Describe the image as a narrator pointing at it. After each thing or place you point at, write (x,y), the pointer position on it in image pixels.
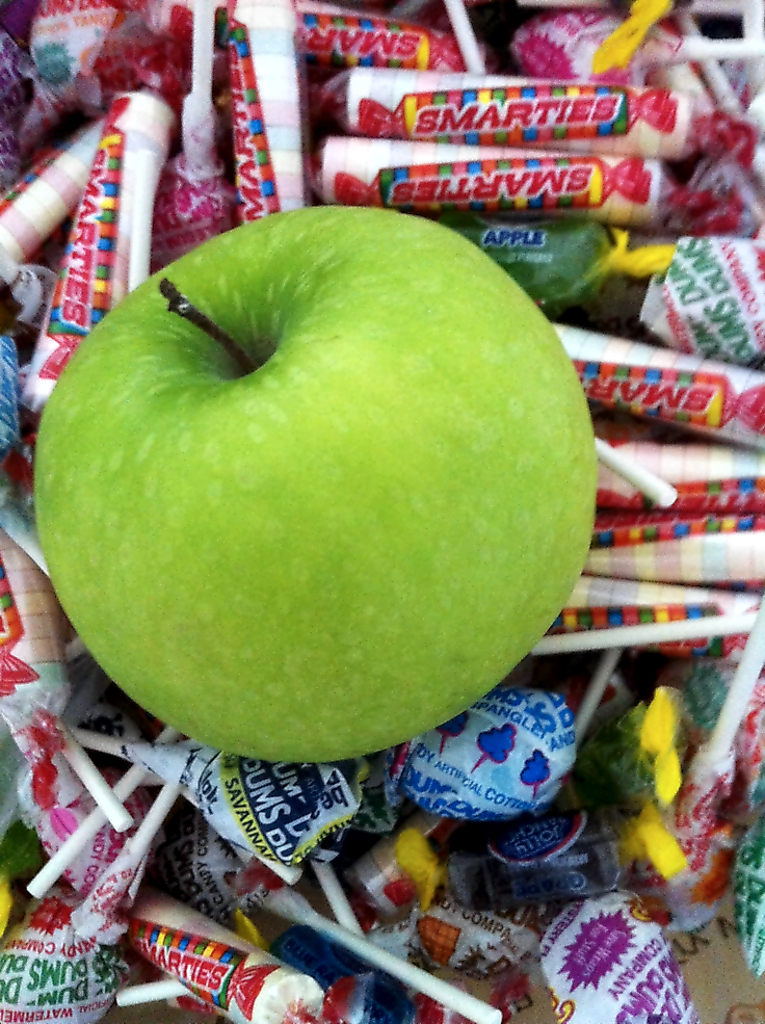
In this picture we can see a green apple (236,618), few lollipops (751,345) and other food items (400,1014) throughout the image.
